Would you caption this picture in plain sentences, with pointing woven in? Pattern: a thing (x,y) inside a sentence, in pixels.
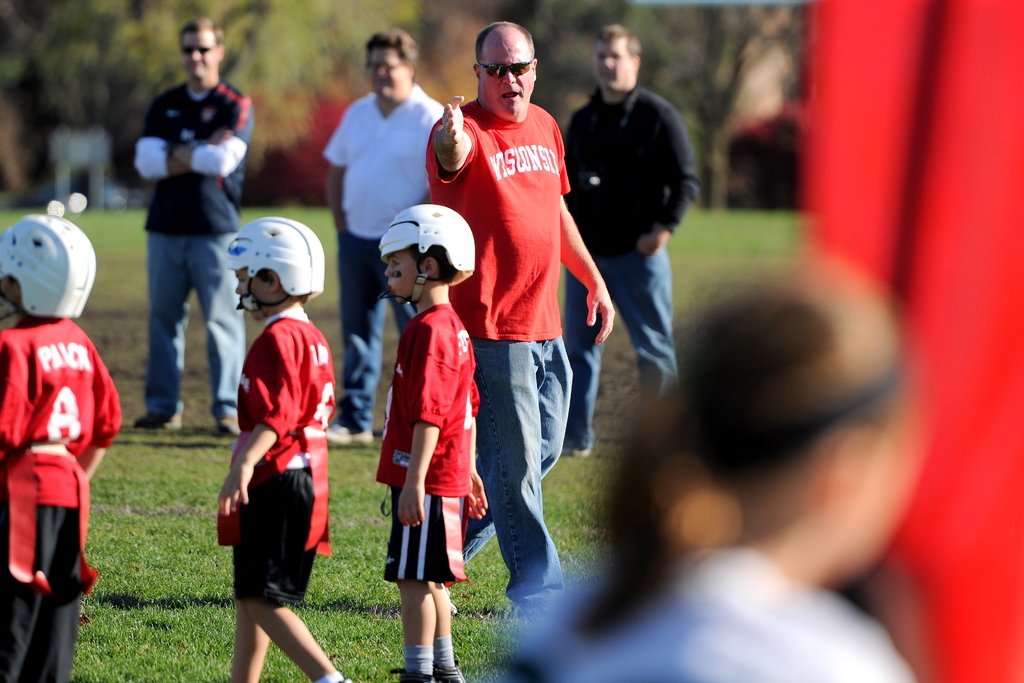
In this image we can see few people (456,130) and there are three boys (79,488) standing and wearing helmets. We can see some trees (337,68) and grass (720,281) on the ground (367,513) and in the background (83,72) and the image is blurred.
